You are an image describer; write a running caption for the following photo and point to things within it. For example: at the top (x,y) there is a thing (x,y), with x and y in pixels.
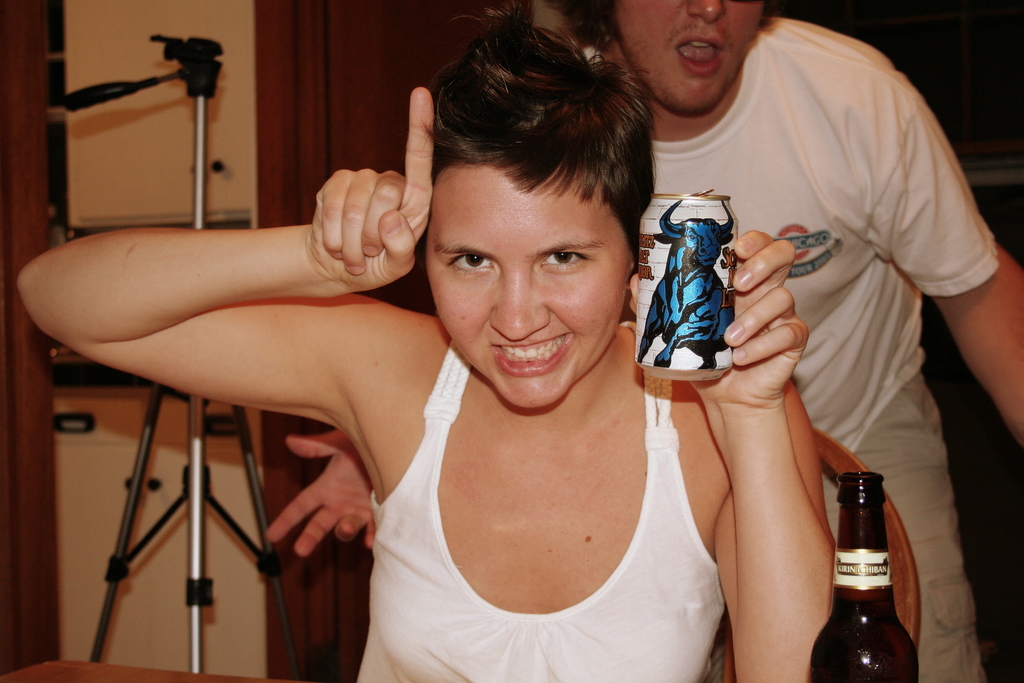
In the center of the image (470,438) we can see a lady (481,431) is sitting on a chair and holding a tin (645,290). At the bottom of the image (71,672) we can see a table (120,672). On the table (166,677) we can see a bottle (897,668). In the background of the image (228,433) we can see the wall (271,172), stand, door (387,76) and a man (781,197) is bending.
